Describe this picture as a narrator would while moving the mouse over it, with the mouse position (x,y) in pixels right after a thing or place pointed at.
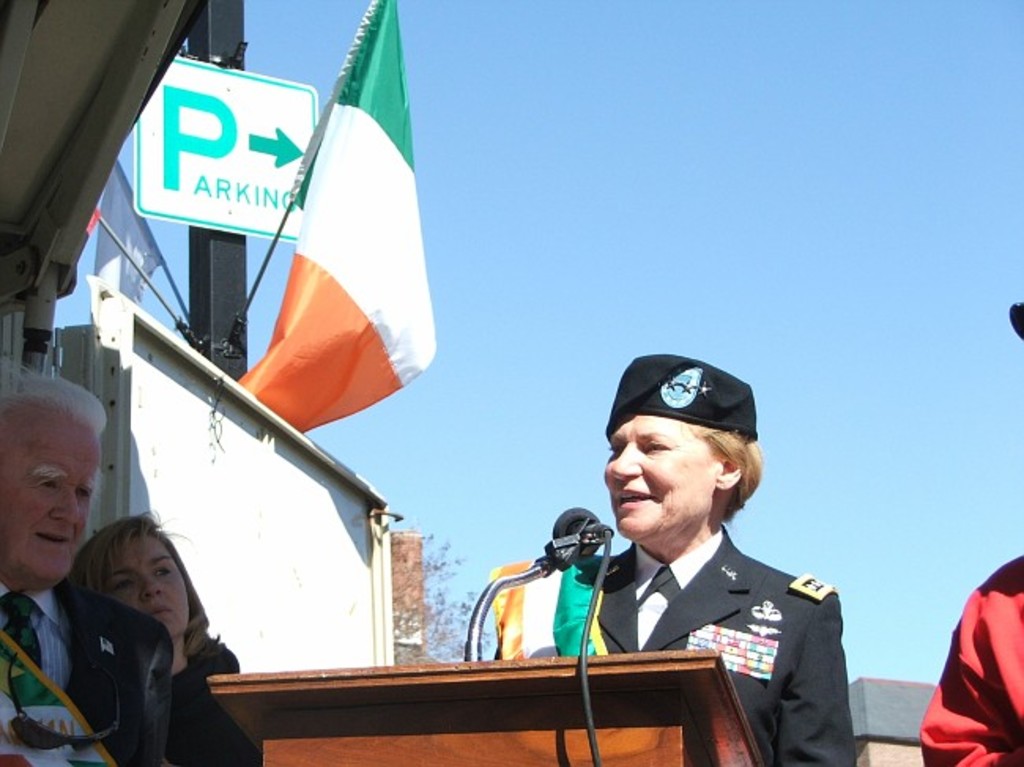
In this picture we can see few people (81,629), here we can see a podium (255,721), mic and in the background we can see a pole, flags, board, trees (445,565) and the sky (455,548).
